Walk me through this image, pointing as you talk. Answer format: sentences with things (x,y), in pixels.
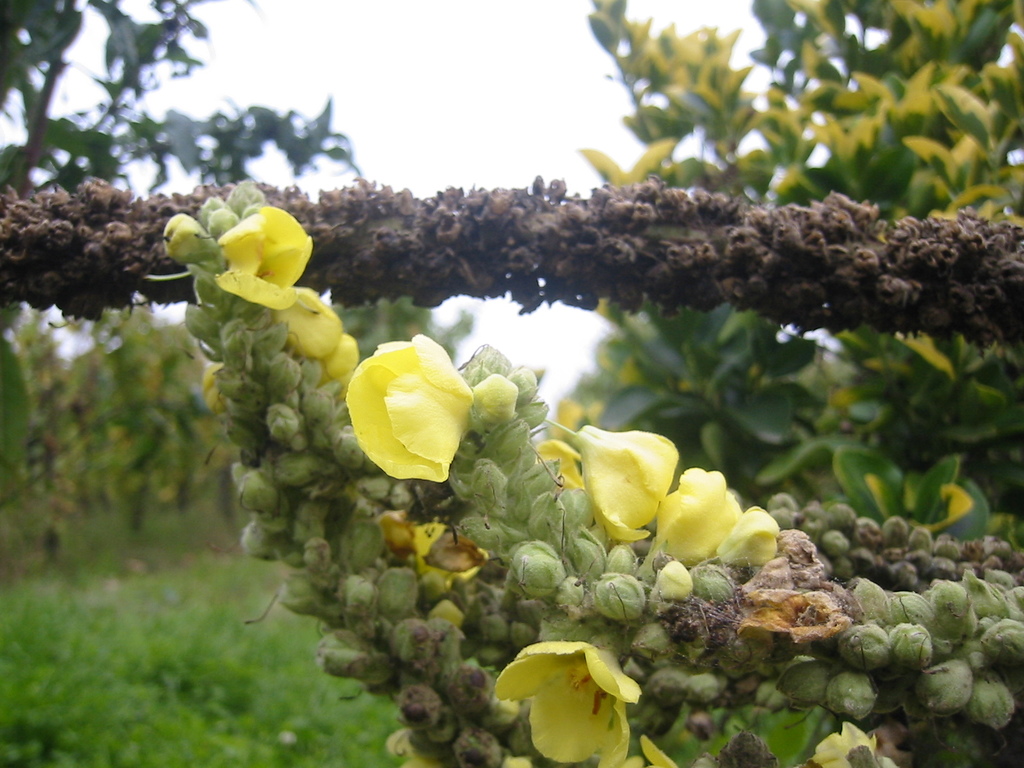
This is an outside view. At the bottom (167,692), I can see few plants (108,677). Here I can see flowers (328,351) and buds (507,554) to the stems (538,630). In the background (986,412) there are trees (942,153). At the top of the image (406,89) I can see the sky (342,119).
